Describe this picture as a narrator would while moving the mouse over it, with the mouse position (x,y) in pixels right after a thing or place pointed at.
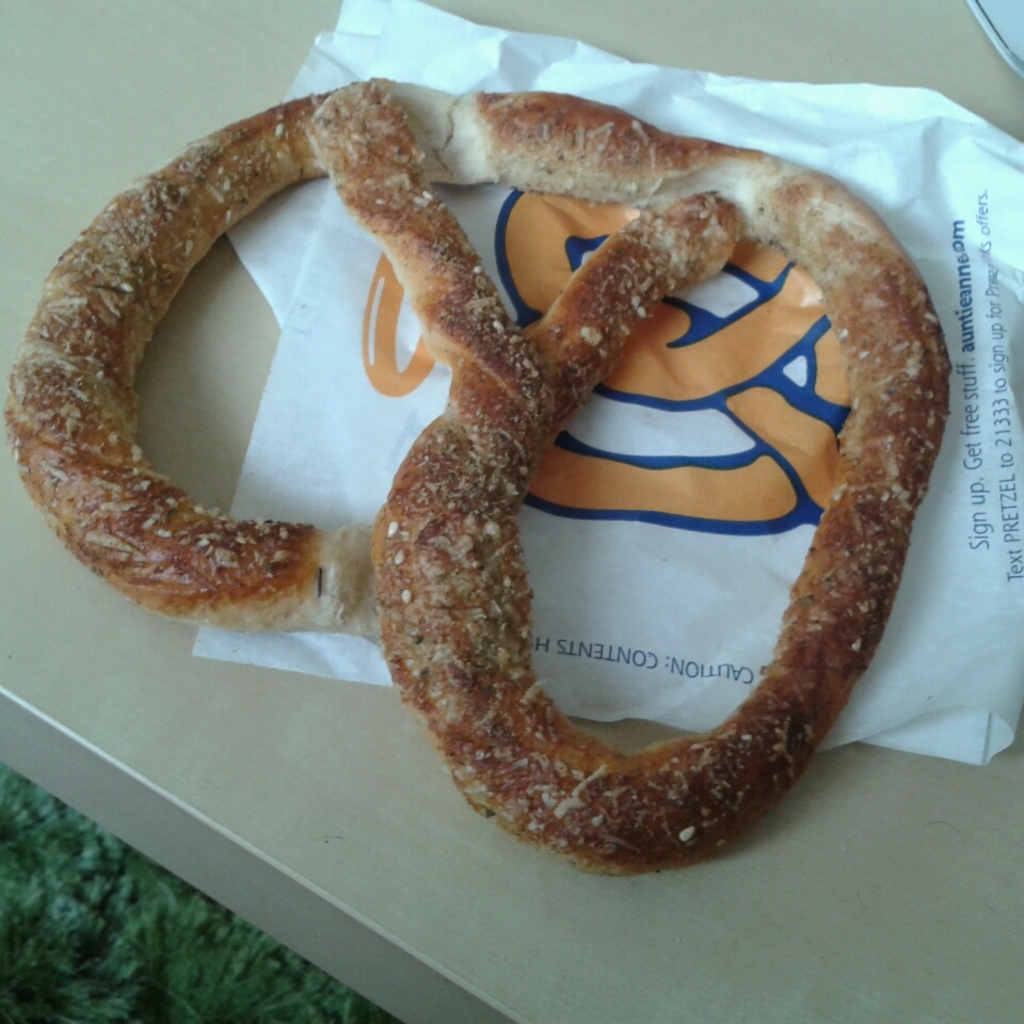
This picture shows food (396,549) and we see a paper bag (782,430) on the table (591,38).
